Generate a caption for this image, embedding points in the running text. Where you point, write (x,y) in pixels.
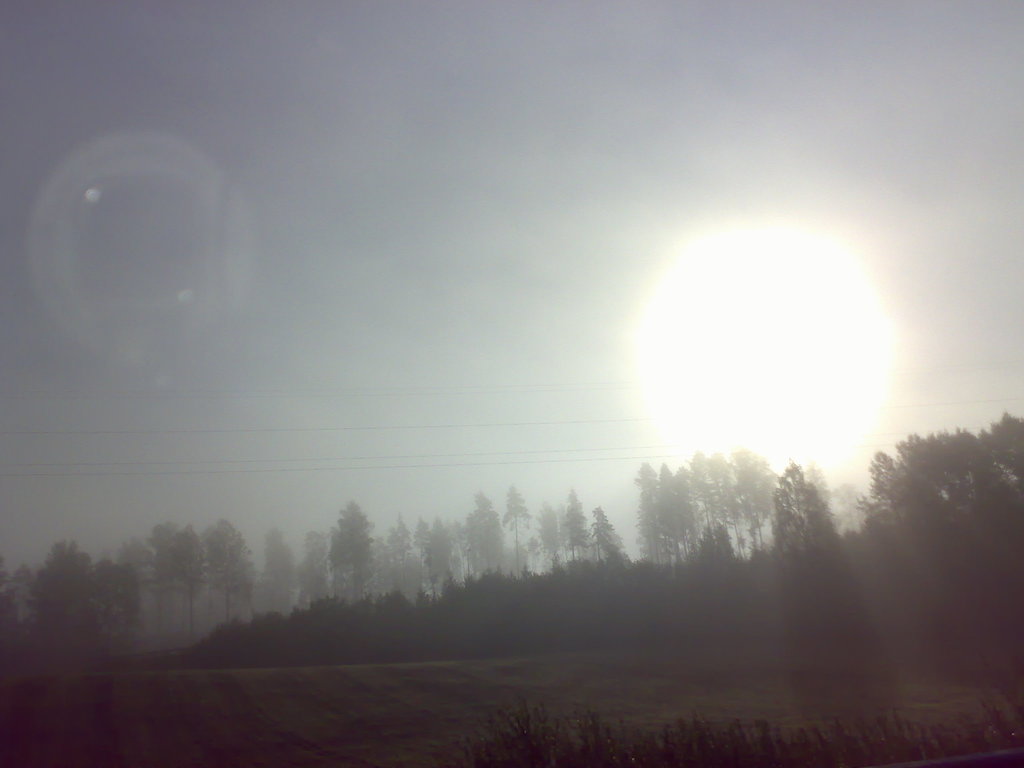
In this image I can see many trees (440,647) and the ground (709,706). In the background (519,407) I can see the sun (710,387) and the sky (258,289).
